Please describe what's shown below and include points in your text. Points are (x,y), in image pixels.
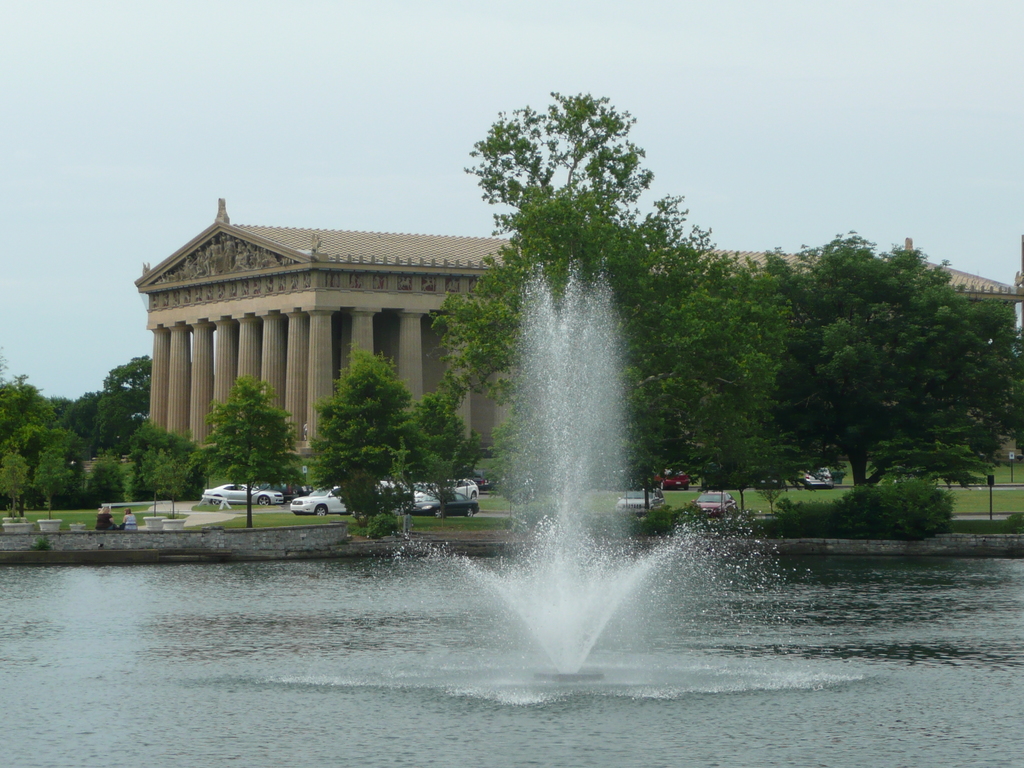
In this image there is the water (440,636). In the center of the water (315,617) there is a fountain (545,486). In the background (228,307) there is a building (338,284). In front of the building (249,316) there are cars (667,484) parked. There are trees (750,400), plants (866,517) and grass (137,511) on the ground (242,516). At the top (426,100) there is the sky (553,85).
